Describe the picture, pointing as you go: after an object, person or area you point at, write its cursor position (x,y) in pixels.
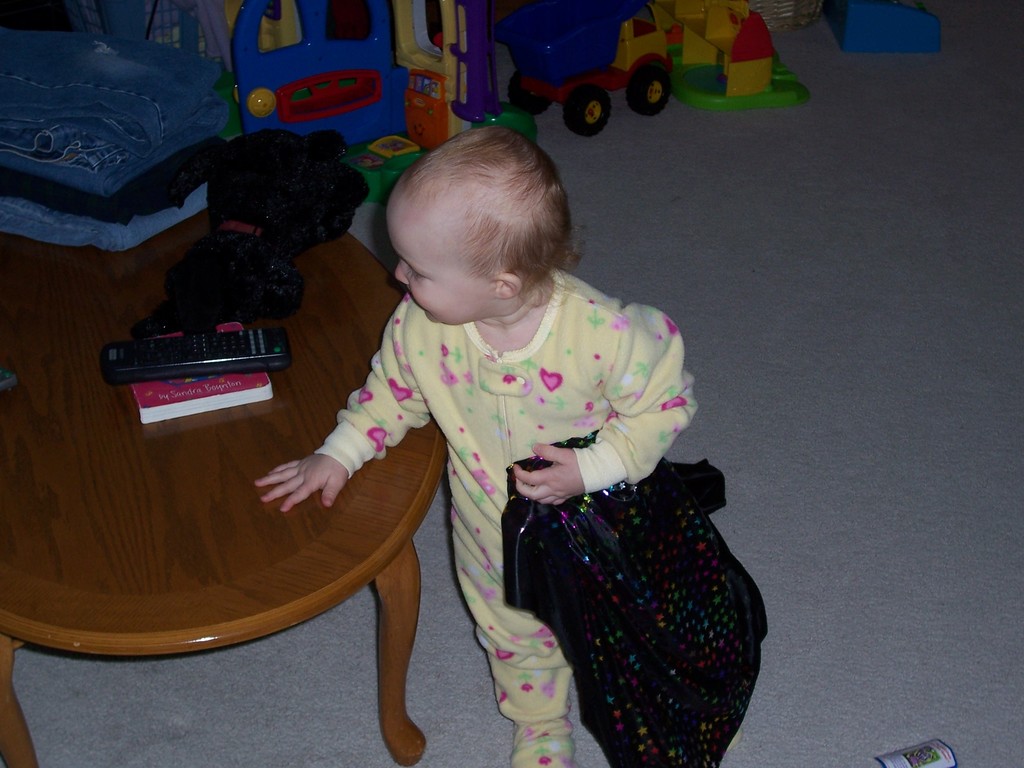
This is the picture of a little girl (462,408) wearing yellow dress (404,415) standing in front of the table (89,488) on which there are some pants (136,132), doll (274,173), remote (135,374) and a book (257,379) and behind her there are some toys (292,121).
